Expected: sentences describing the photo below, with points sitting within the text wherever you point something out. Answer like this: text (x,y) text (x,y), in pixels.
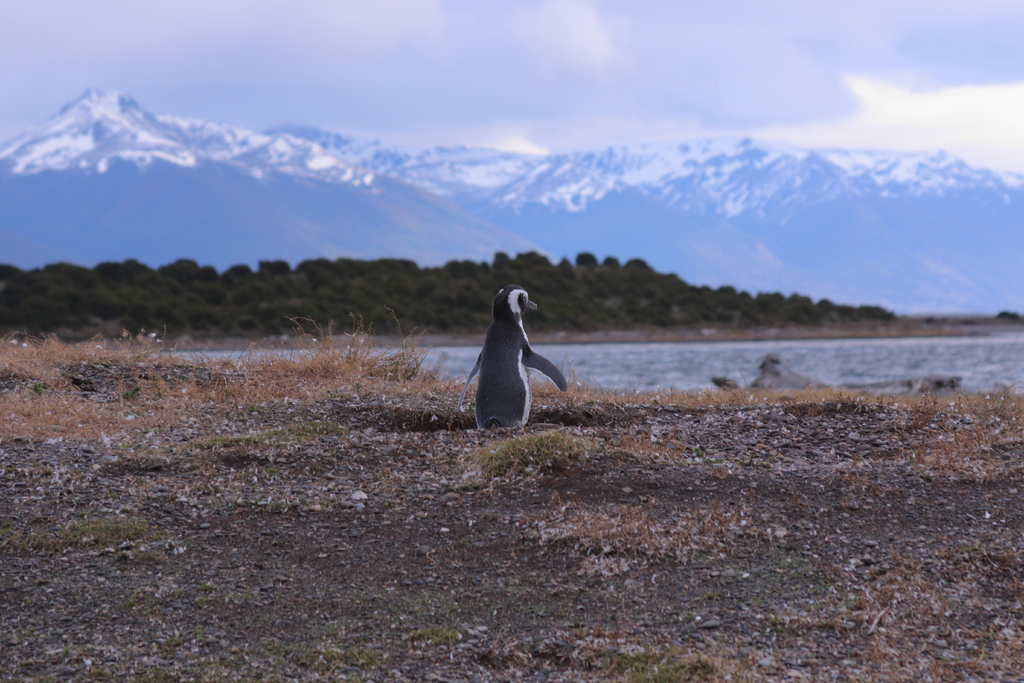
In the background (760,54) we can see sky (564,38), hills (582,174). Here we can see water (814,340). This is a penguin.
